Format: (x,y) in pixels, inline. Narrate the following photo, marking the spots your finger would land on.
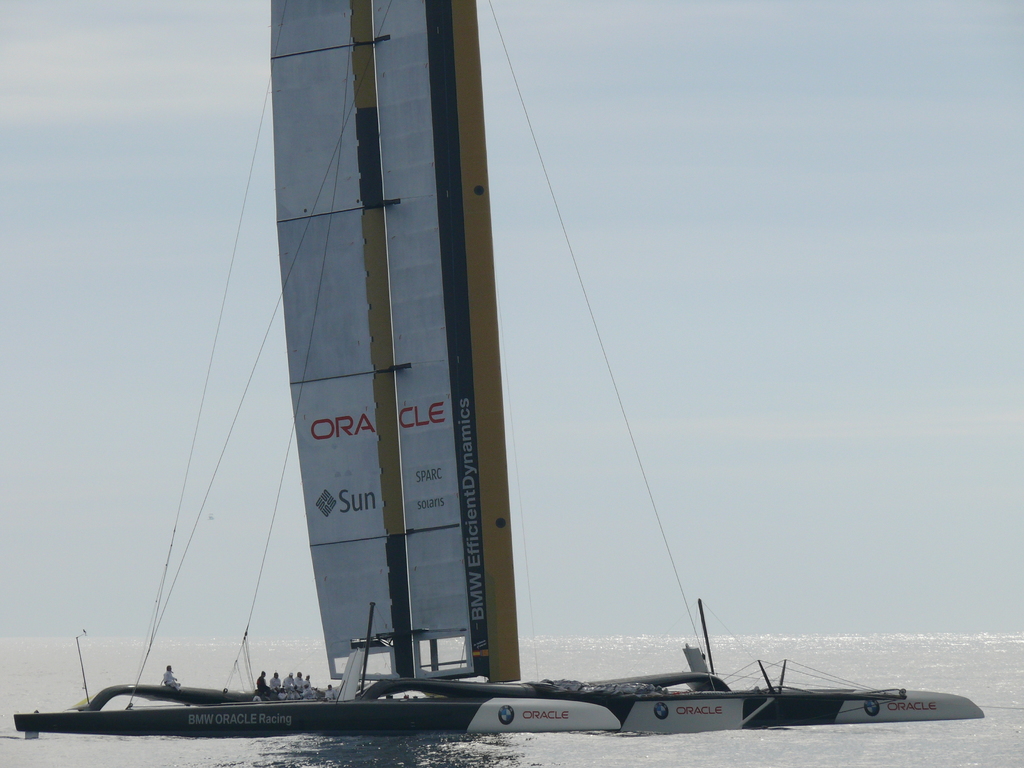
In this image I can see the boat (152,697) on the water (188,675) and I can see group of people (169,672) in the boat (332,661). In the background (712,355) the sky (674,294) is in white color.
